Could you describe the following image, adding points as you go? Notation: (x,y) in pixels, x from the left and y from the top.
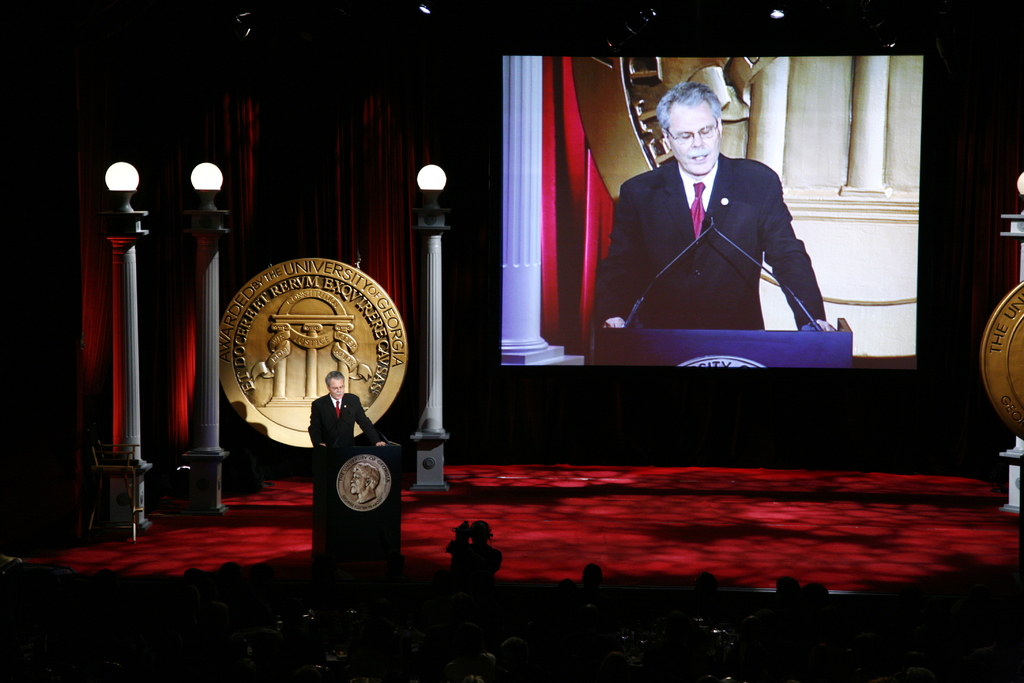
In this image at the bottom (677,680) we can see the audience (491,593), and on the left side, we can see a person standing and speaking about something, at the back (543,349) we can see the screen (517,70).
